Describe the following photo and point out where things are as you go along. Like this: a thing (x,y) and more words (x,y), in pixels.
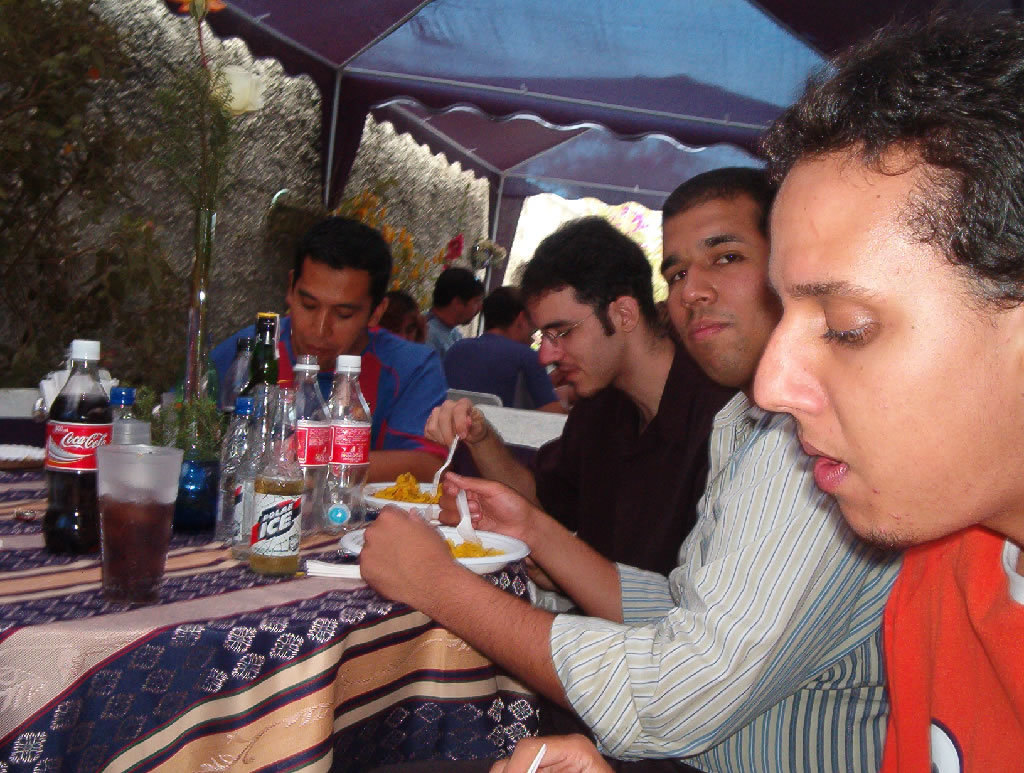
In the image few people (976,471) are sitting and dining. Bottom left (42,561) side of the image there is a table (30,594) on the table (8,571) there are some plates (412,496), bottles (306,504) and glasses (163,454). Top left side of the image (169,118) there is a wall (240,226). Top right side of the image (757,47) there is a tent (586,53).
